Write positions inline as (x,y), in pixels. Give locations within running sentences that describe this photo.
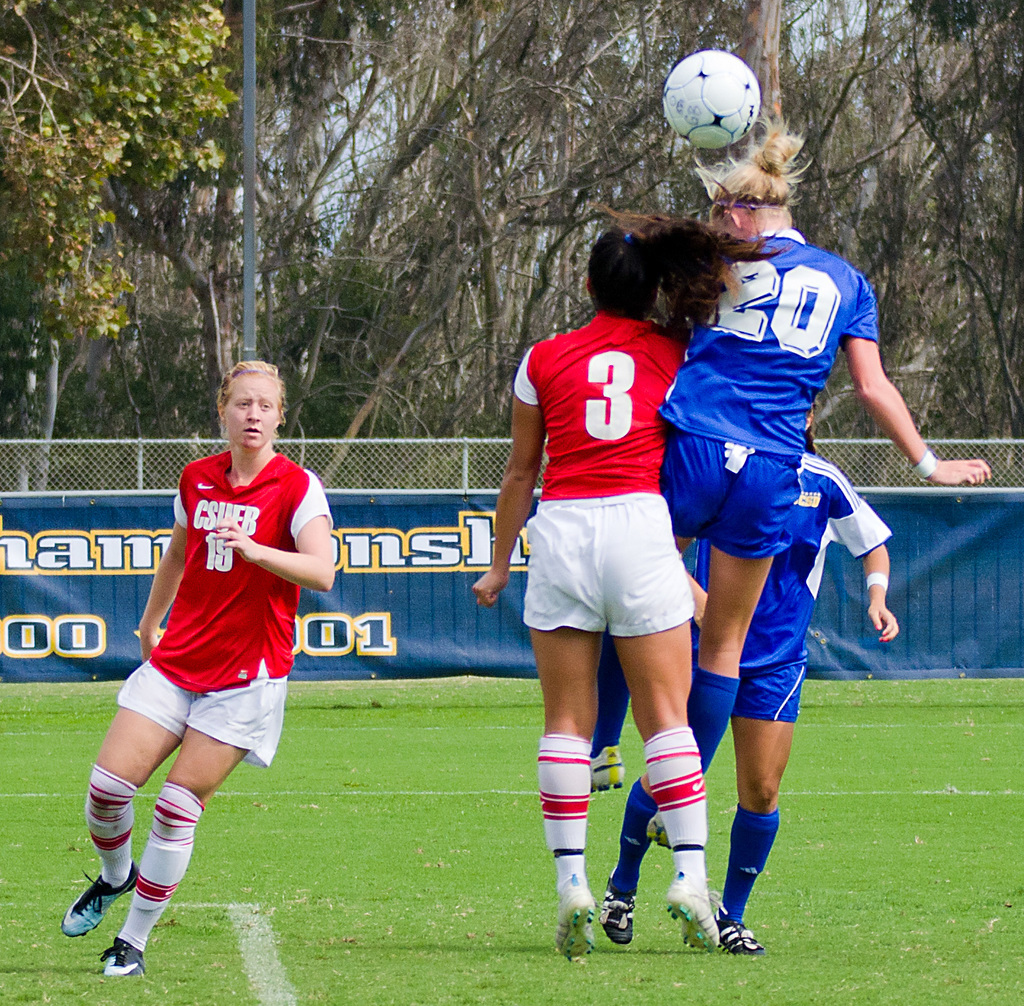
In this picture we can see trees (432,165), and here is the pole (247,221) and at the beneath here is the fencing (114,491), and here is the ground (87,861) and the person (185,718) is running, and the group of persons (676,373) is jumping, and at the above there is the ball (694,110).
